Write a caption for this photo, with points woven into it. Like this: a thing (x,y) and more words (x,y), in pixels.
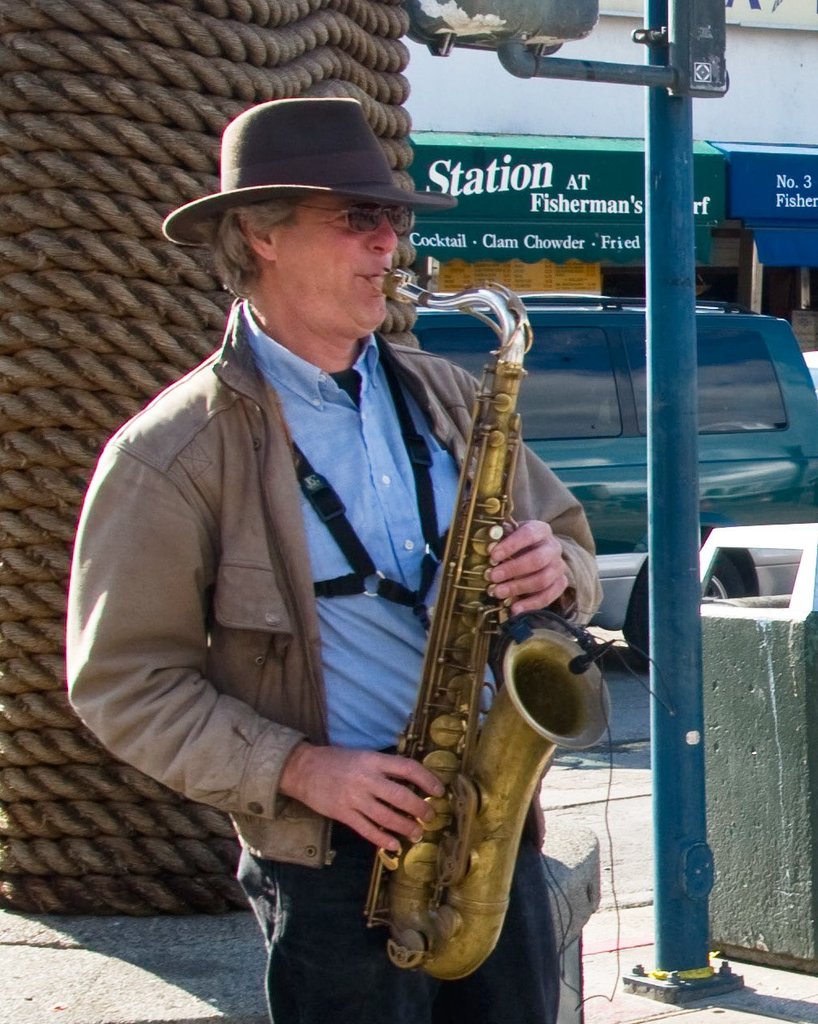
In the picture we can see a man (529,913) standing and playing a musical instrument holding it and he is wearing a hat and beside him we can see a pole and beside it, we can see a dustbin (793,889) and some far away from it, we can see a car (711,369) which is green in color and behind it we can see some shops (609,143) to the building (631,133).
